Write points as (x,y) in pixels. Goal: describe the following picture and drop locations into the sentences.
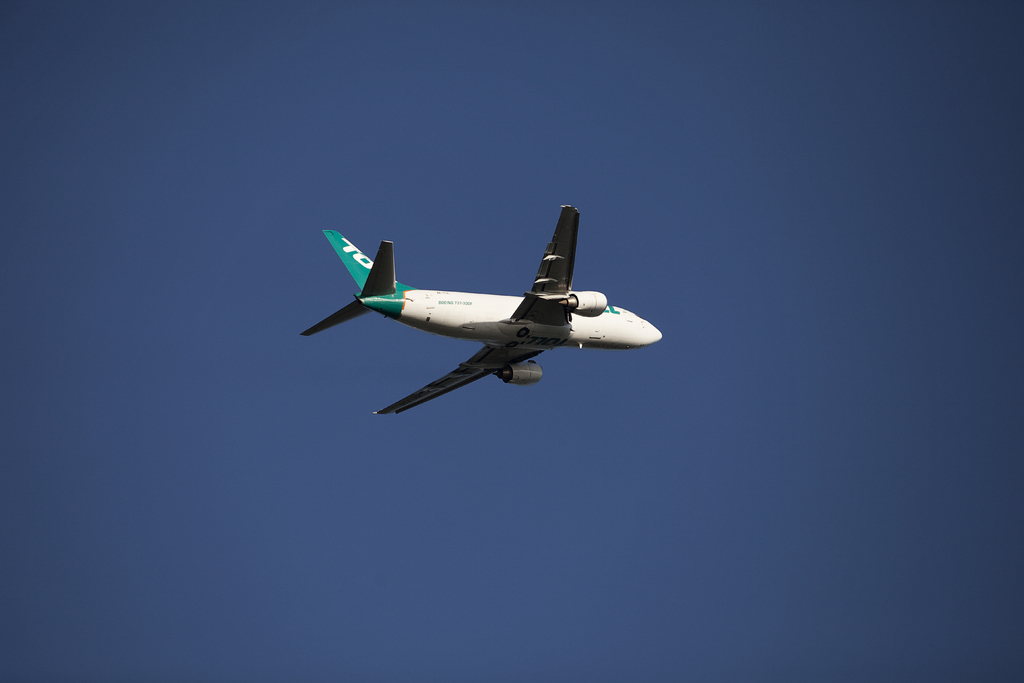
In this picture we can see an airplane (388,265) flying in the air (736,297) and in the background (696,172) we can see the sky (324,492).
